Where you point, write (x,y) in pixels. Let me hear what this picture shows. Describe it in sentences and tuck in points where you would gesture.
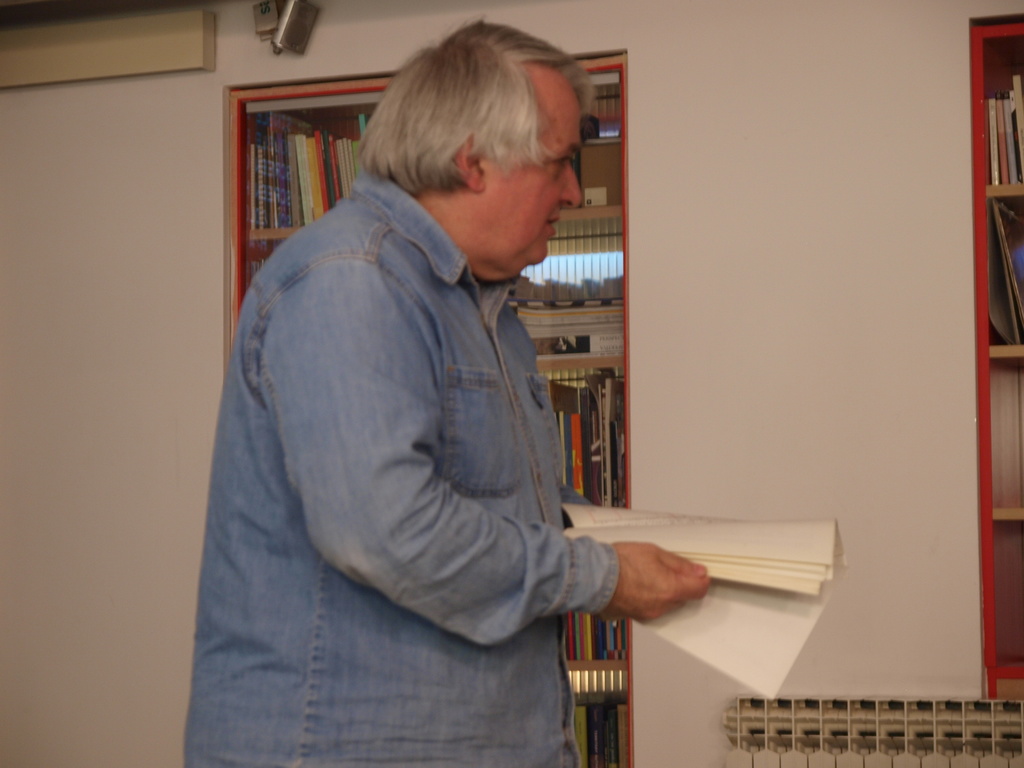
In this image I can see a man (376,319) wearing a shirt (401,497), standing facing towards the right side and holding a book (729,542) in the hands (655,563). In the background (757,200) there is a wall (724,171) and also I can see two racks (1013,237) which are filled with the books (611,480).
